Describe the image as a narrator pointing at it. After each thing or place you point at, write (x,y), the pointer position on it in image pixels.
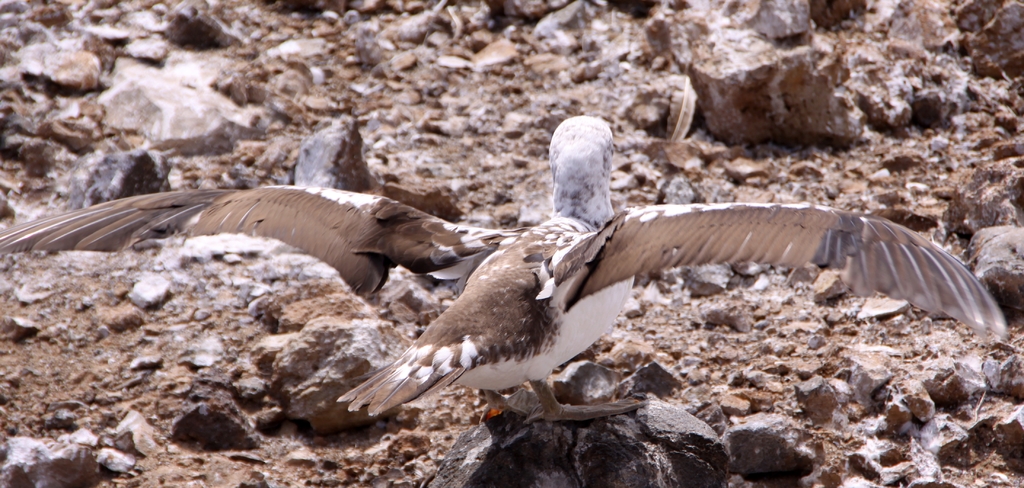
In this image I can see a bird (545,255) on a stone (516,446). In the background (412,304) I can see stones (417,174) and rocks (624,106). This image is taken, may be during a day.
